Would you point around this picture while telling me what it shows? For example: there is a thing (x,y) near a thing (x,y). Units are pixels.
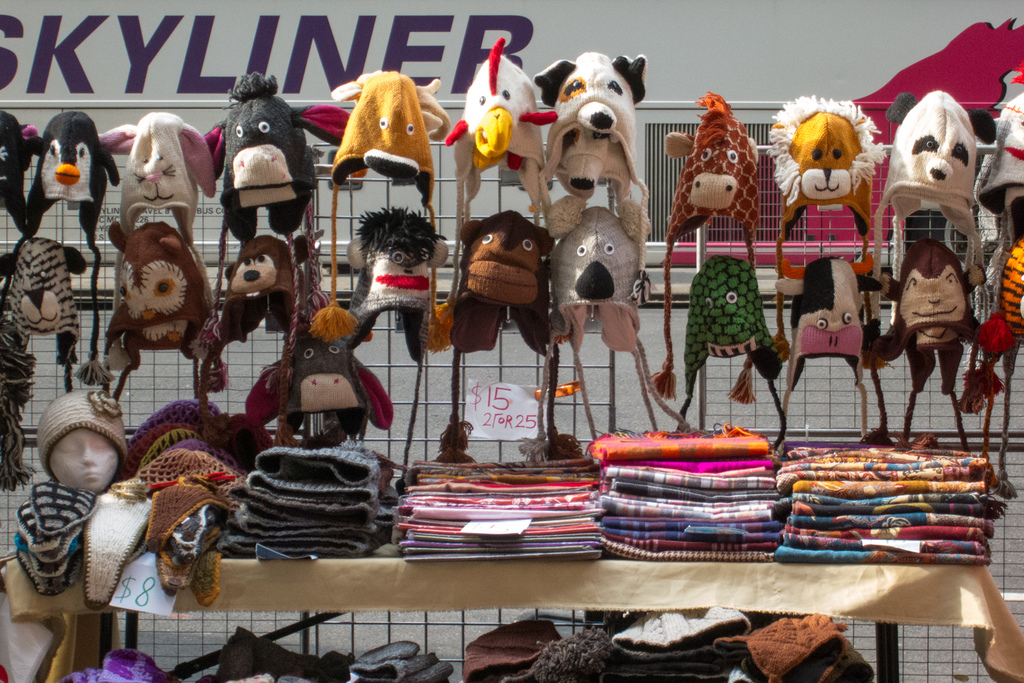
The picture consists of blankets (667,506), clothes (262,477), caps (473,298) and other objects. In the background (665,37) there is a vehicle (674,169).
